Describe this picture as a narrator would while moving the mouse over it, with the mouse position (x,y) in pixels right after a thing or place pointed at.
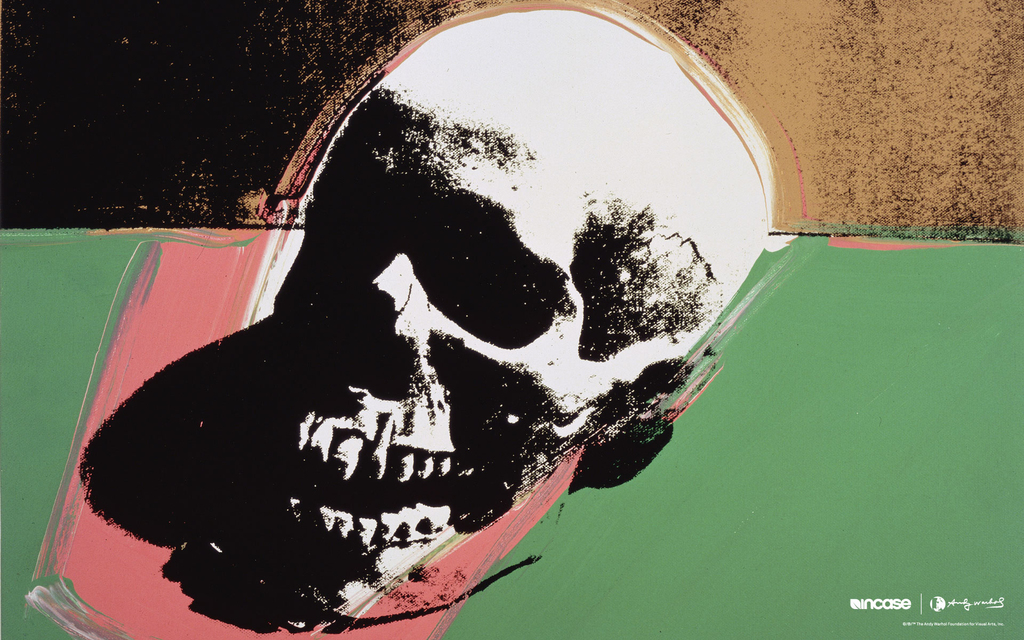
In this image, we can see some painting (742,395), in which we can see one skull (545,390), which is in black and white color. At the bottom right side of the image (898,601), we can see some text (1002,600).
